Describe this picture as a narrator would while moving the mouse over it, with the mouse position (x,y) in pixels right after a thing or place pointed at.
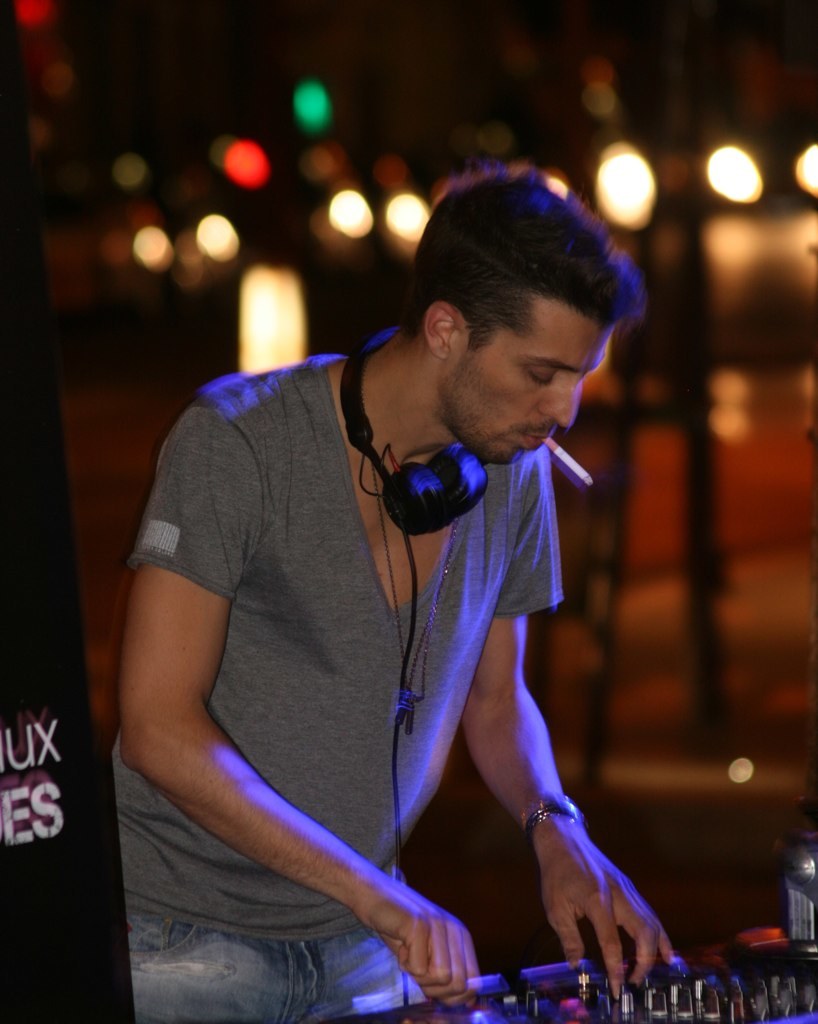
In this picture I can see a man (278,418) standing, there is a DJ system (562,1007), there is a board (9,128), and there is blur background (52,74).
